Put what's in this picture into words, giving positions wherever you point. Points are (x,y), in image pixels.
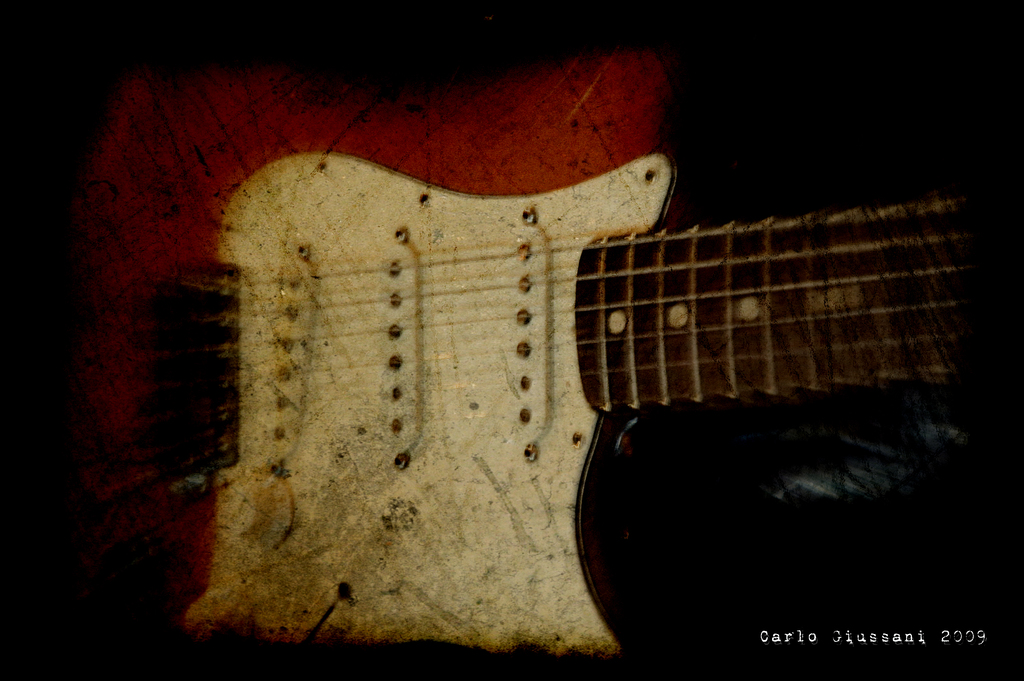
This picture shows a guitar (628,621).
